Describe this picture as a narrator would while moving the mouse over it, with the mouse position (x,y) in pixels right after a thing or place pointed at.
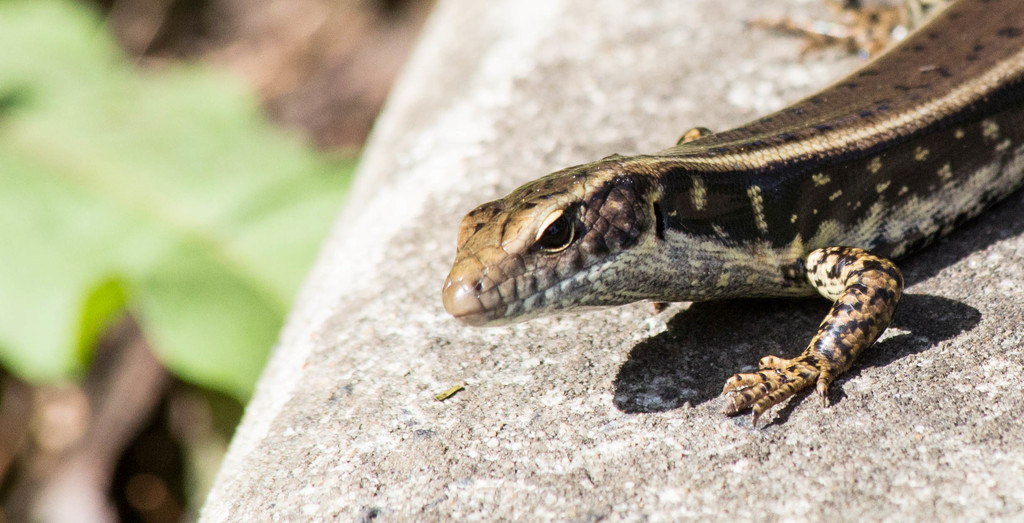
In this picture we can see reptile (780,180) on the surface (626,308). In the background of the image (231,102) it is blurry.
